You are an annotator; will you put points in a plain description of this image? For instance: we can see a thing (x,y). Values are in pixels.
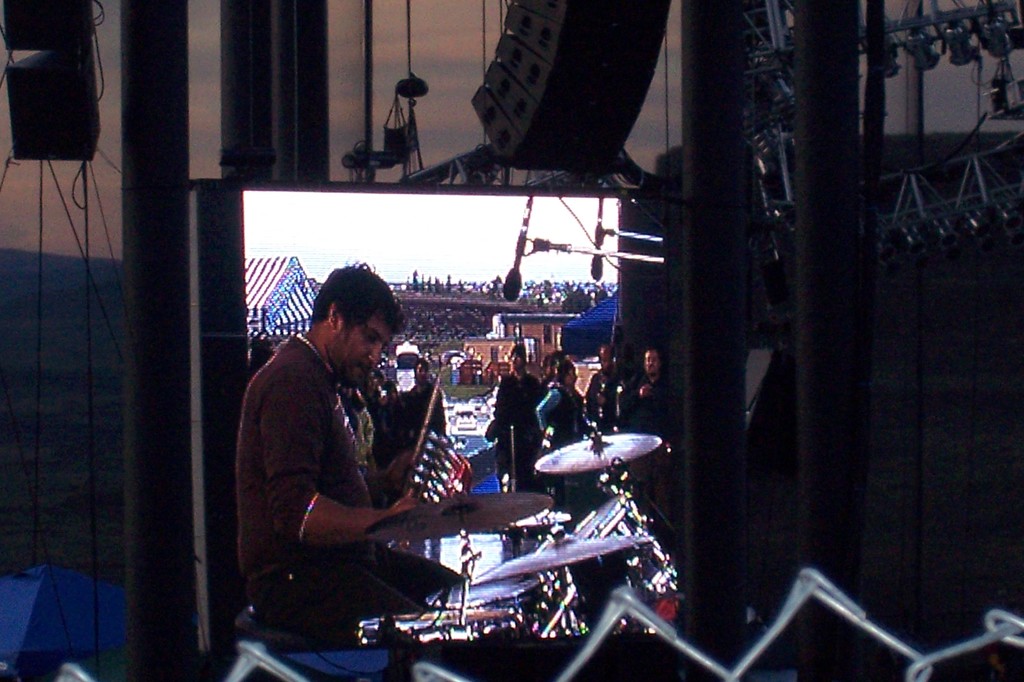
In the image in the center (367,356), we can see one person (270,529) sitting and holding drumsticks (433,400). In front of him, we can see few musical instruments (589,556). In the background (382,220), we can see the sky (310,245), clouds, tents (265,274), buildings (504,325), poles (234,113), few people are standing and few other objects (477,430).
